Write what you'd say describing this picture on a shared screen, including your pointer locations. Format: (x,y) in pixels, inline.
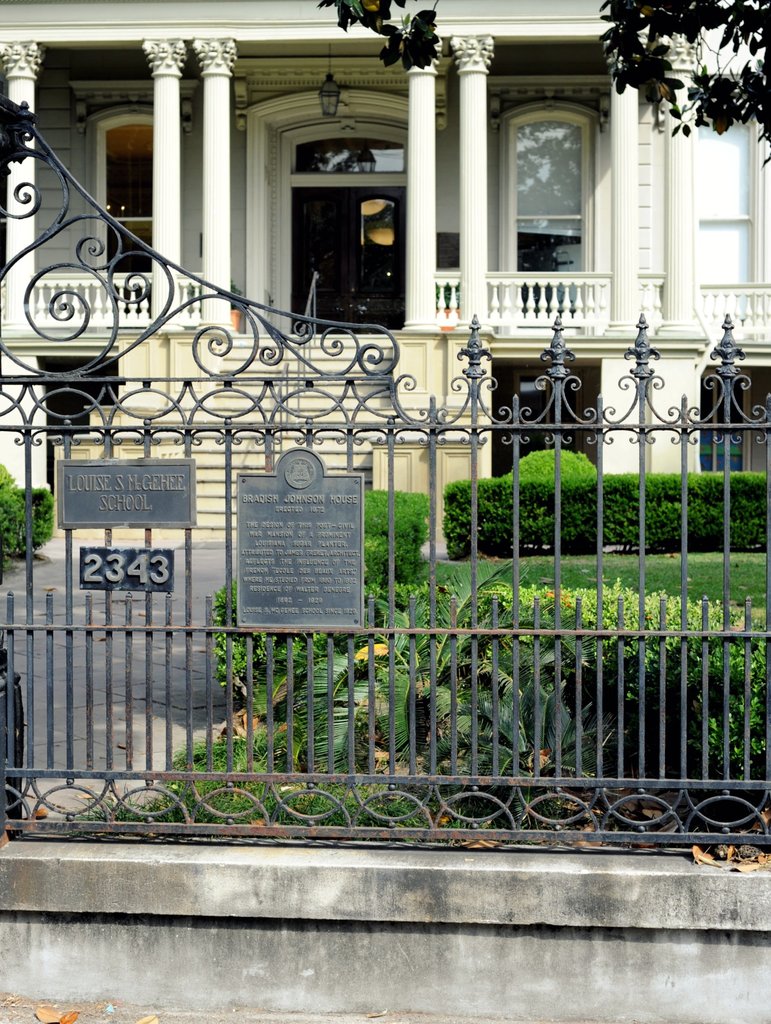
In this image, there is a fencing (469,778) and there are some green color plants (546,638), we can see a building (390,240).
